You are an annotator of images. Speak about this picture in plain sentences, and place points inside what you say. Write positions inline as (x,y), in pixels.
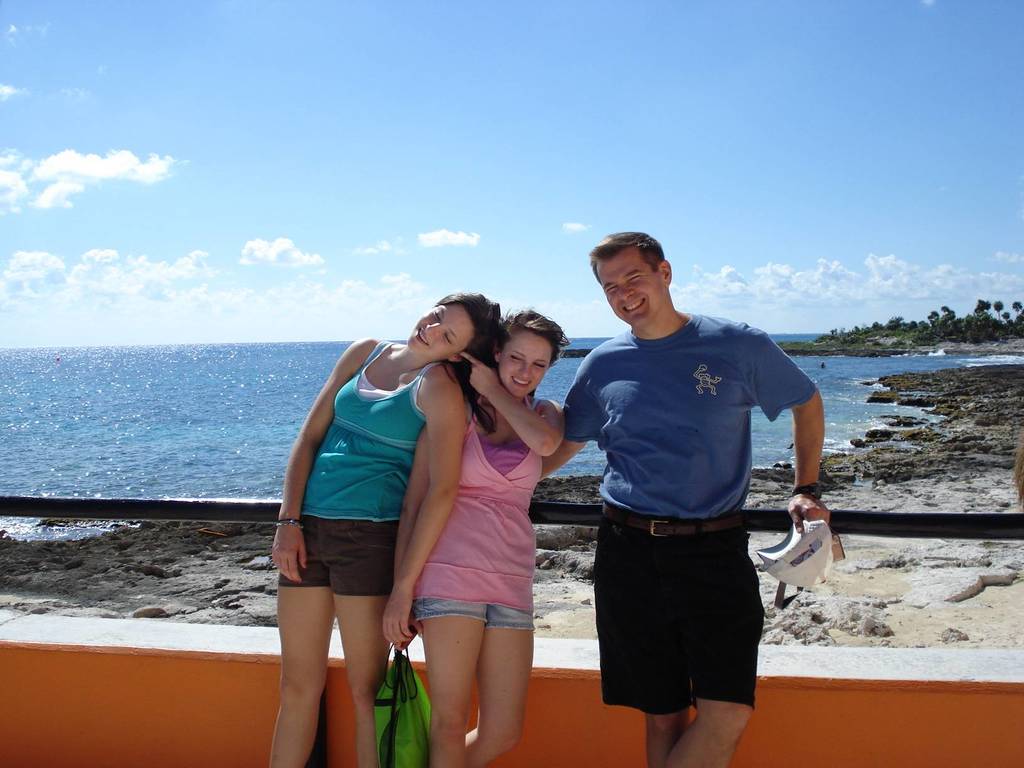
In the picture I can see a woman (379,502) wearing blue color T-shirt (385,434) and a woman (475,588) wearing pink color T-shirt (517,523) are standing here and here I can see a person (690,373) wearing blue color T-shirt (653,428) is holding some objects (801,544) in his hands (813,509) and standing near the wall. In the background (250,597), I can see rocks (906,470), water (834,432), trees (844,334) and the blue color sky (356,275) with clouds (153,178).
